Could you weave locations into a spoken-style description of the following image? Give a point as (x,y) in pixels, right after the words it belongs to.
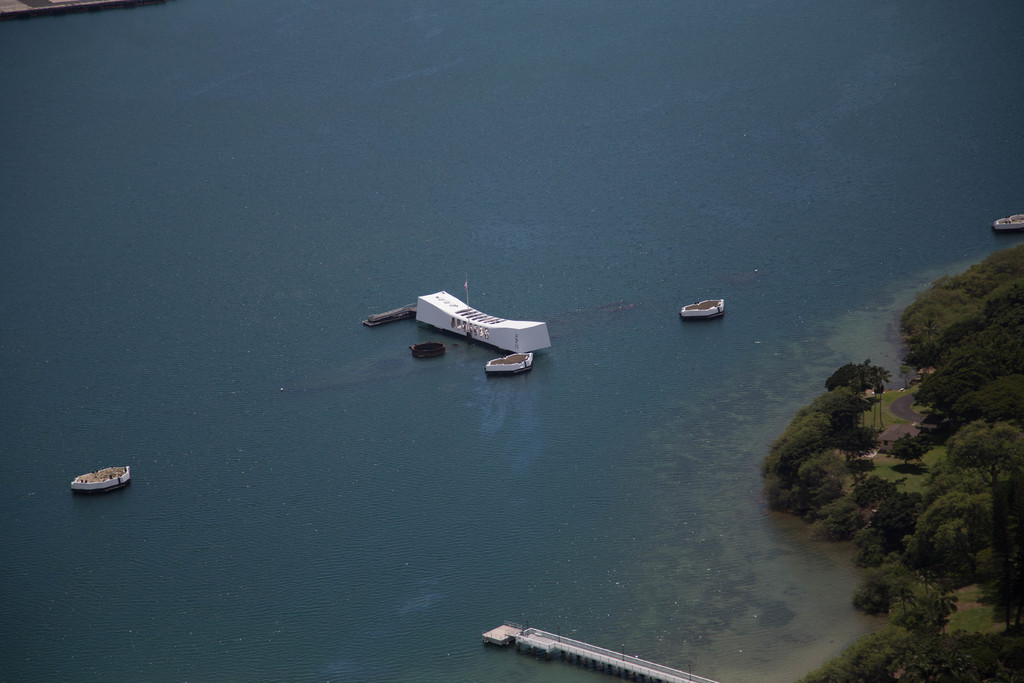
In this image we can see a few boats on the water (427,411), there are some trees (909,456) and a bridge (572,639), also we can see a flag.
